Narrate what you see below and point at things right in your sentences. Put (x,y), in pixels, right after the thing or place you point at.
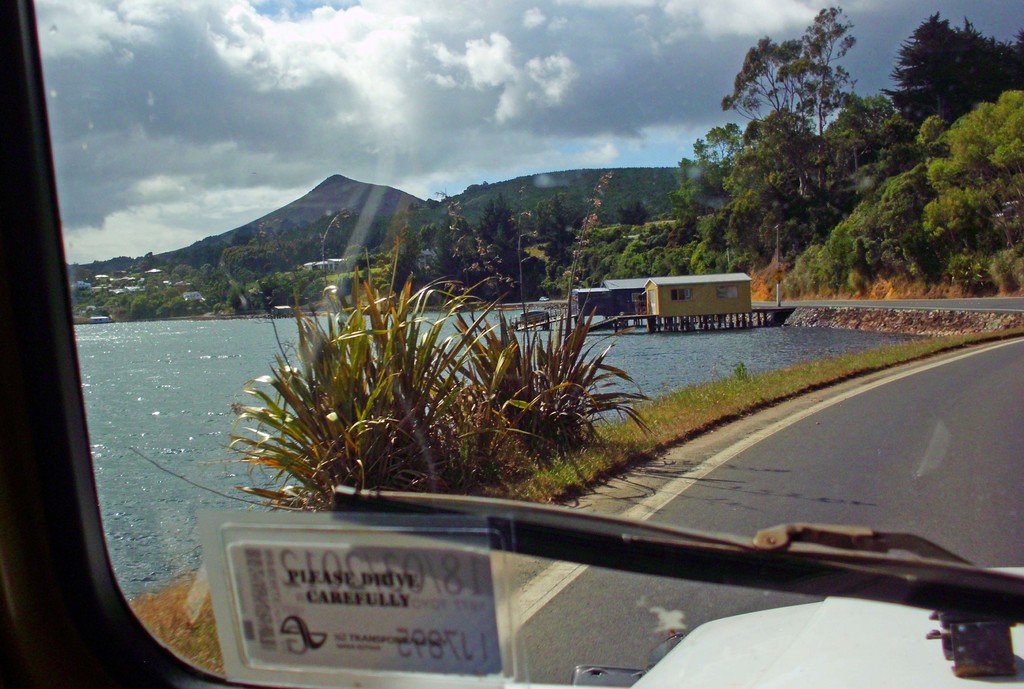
In this image I can see a lake (168,513), number of trees (619,221), few shacks (713,288). Here I can see a road (1010,403) and a cloudy sky (184,151).
